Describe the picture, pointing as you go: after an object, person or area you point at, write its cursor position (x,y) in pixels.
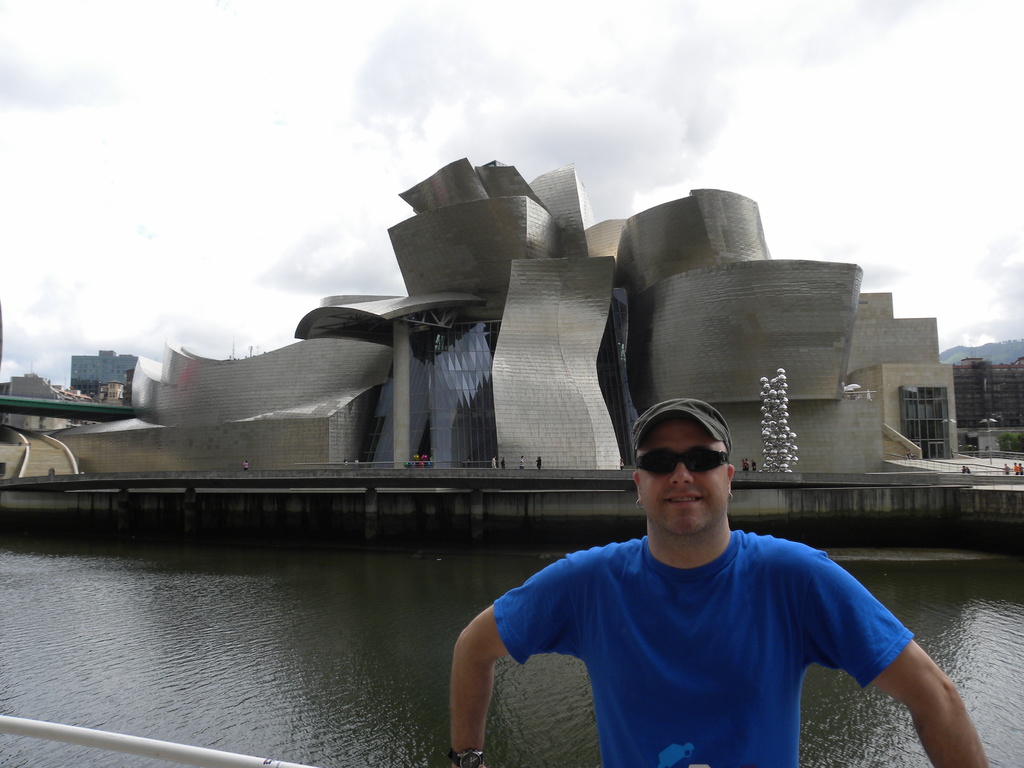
This image consists of a man (735,633) wearing a blue T-shirt (683,649). In the background (443,408), we can see a building (523,383). At the bottom (174,648), there is water (105,623). At the top (290,116), there are clouds (234,145) in the sky (165,246).
